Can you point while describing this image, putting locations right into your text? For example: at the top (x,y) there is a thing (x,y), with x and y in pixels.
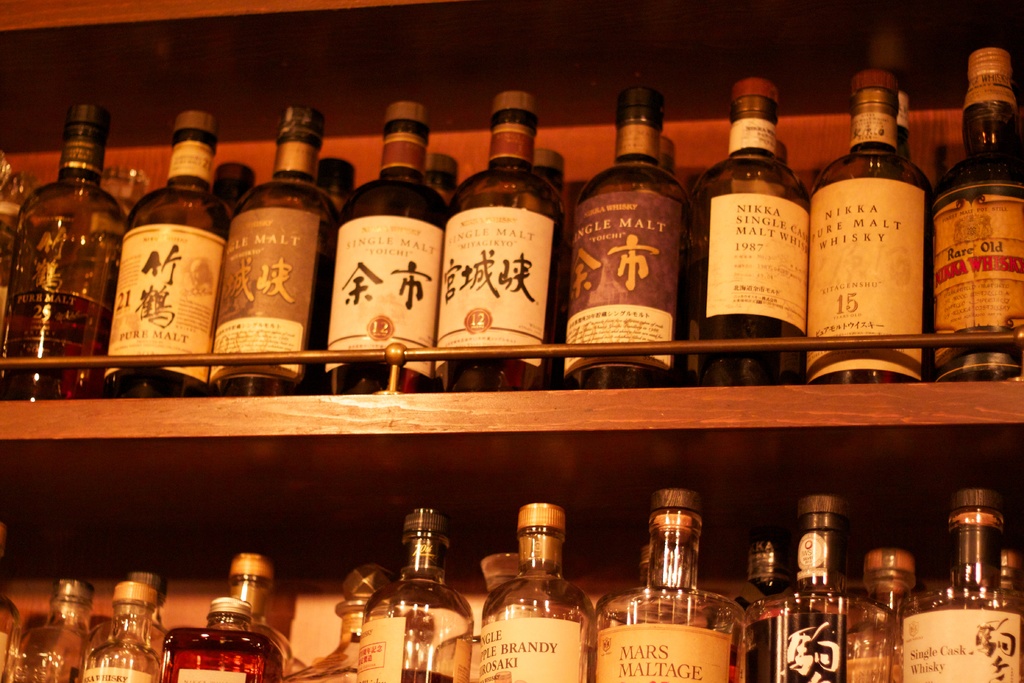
In the image we can see there is a shelf (931,394) in which there are liquor bottles (486,334) kept.
